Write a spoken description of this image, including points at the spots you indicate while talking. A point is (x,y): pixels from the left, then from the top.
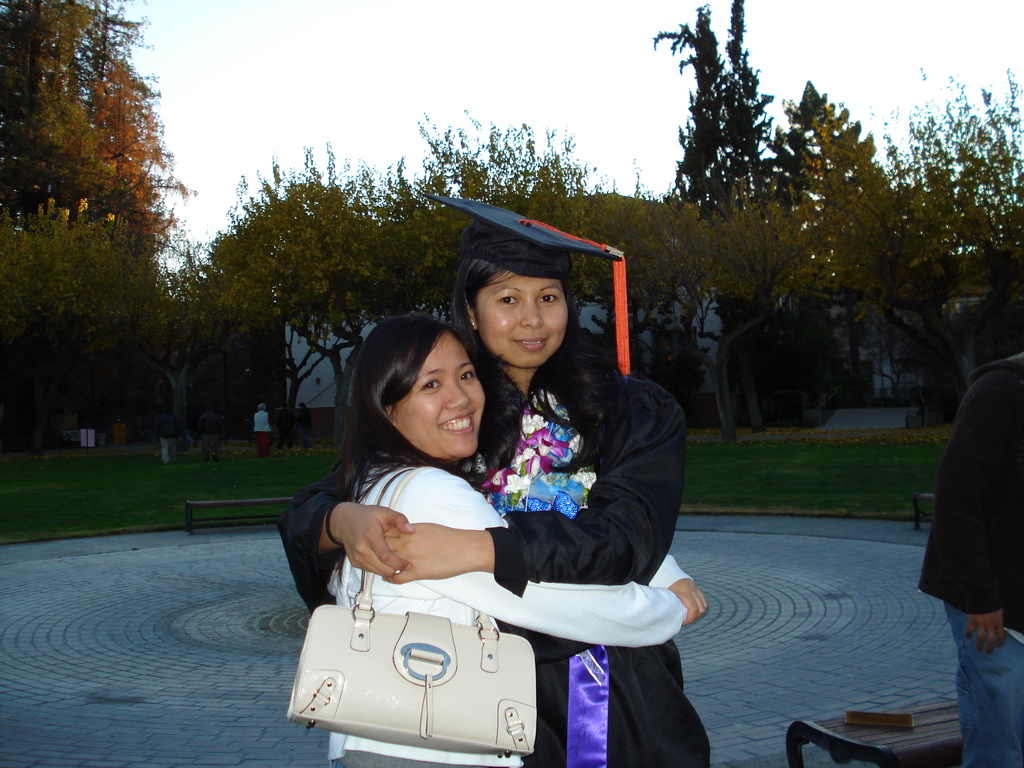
This image is clicked outside. There are trees (644,252) in the middle (654,298), there is a sky (386,56) on the top (343,108). There are two persons (550,253) in the middle (506,370) one is wearing graduation dress (626,464), other one is wearing white dress (499,590). Both of them are smiling. There is a bench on the bottom right corner (834,760). There is a person (934,538) on the right side (933,557).
